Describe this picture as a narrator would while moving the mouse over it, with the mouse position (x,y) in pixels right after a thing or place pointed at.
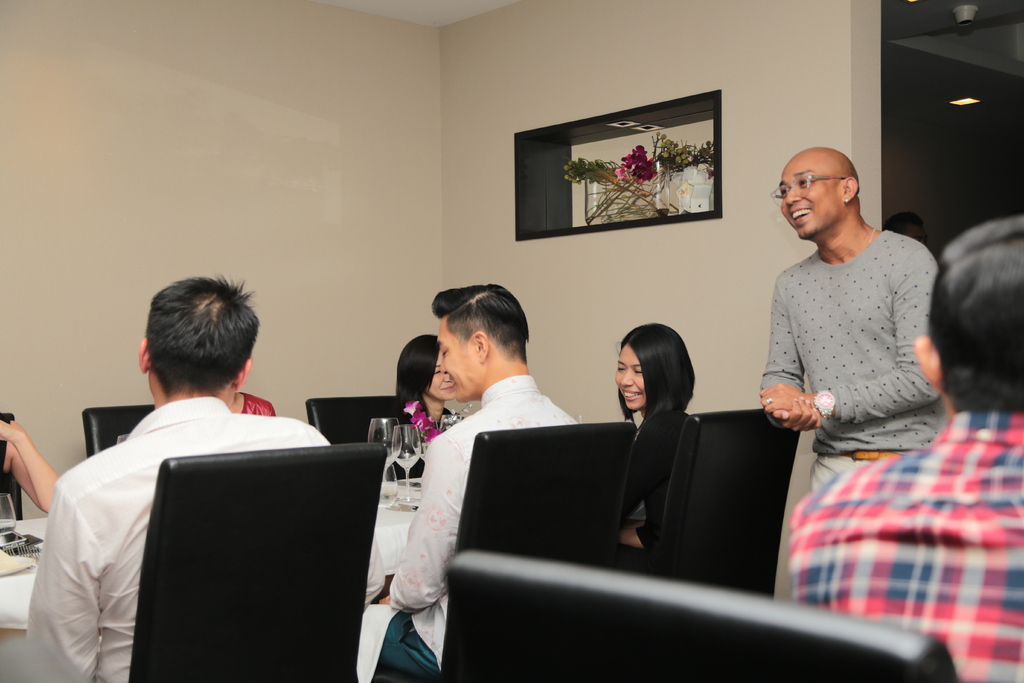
In the picture I can see a few persons (122,659) sitting on the chairs (179,657) and they are smiling. There is a man (777,326) on the right side (882,308) is standing on the floor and he is smiling as well. I can see the flowers (689,163). I can see the wine glasses (405,448) on the table (396,523).
